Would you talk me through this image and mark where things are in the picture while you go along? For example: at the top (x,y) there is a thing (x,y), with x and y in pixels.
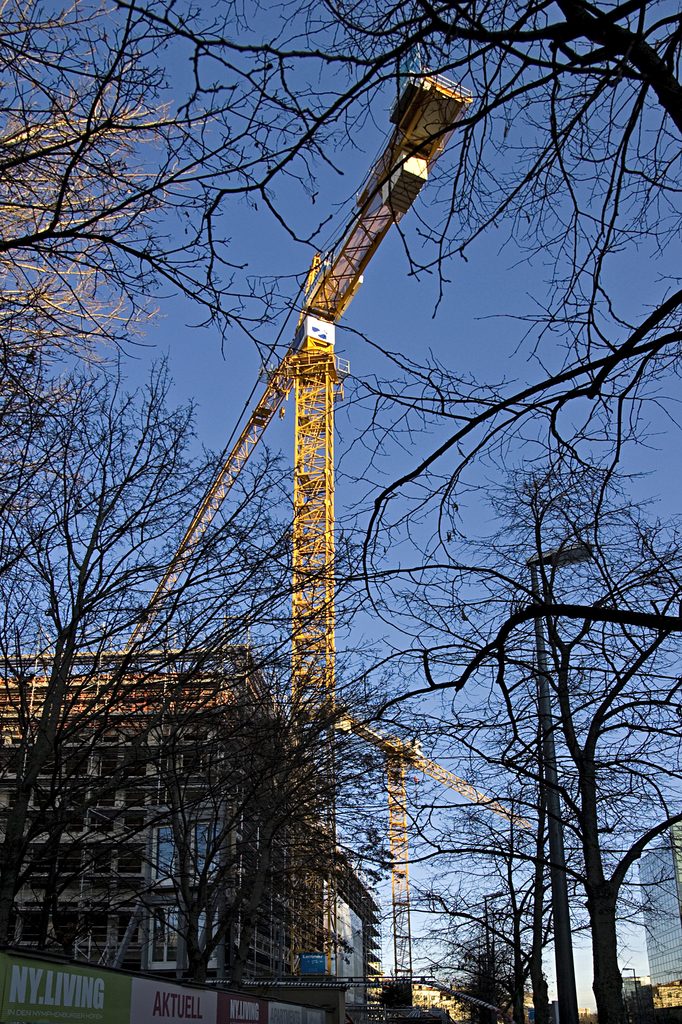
In this picture we can see some trees (524,638) on the left (175,857) and right side (563,660). There is a streetlight (534,584) on the right side (559,558). We can see few posts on the left side (151,988). There is a board (11,979) on the building (88,940) on the left side (154,966). We can see few buildings (275,965) in the background (229,965).
